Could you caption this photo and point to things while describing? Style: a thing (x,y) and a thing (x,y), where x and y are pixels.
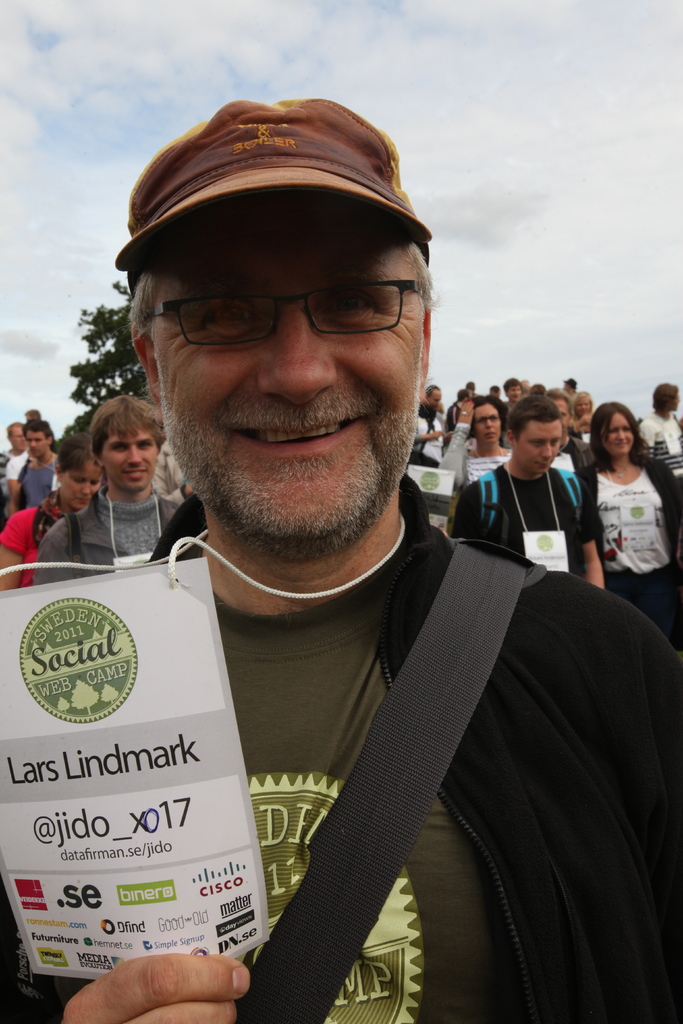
In this image, there is a man (515,767) standing and he is smiling, he is wearing specs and a hat (168,232), he is carrying a bag (291,951), he is holding a pamphlet (129,619), in the background (594,484) there are some people (621,482) walking, at the top (517,63) there is a sky (248,42) which is cloudy.
